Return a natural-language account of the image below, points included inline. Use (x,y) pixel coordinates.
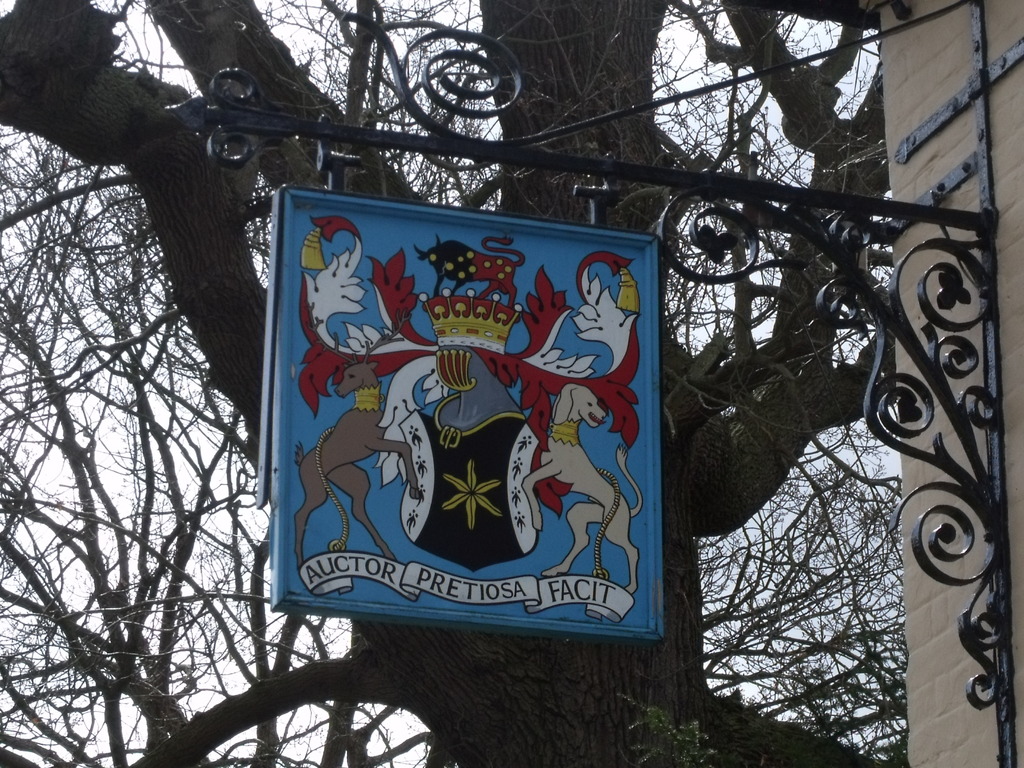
In the middle (377,287) it is a board (494,515). On this there are paintings (564,400) of a dog (599,416) and a deer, behind this there are trees (726,374).
